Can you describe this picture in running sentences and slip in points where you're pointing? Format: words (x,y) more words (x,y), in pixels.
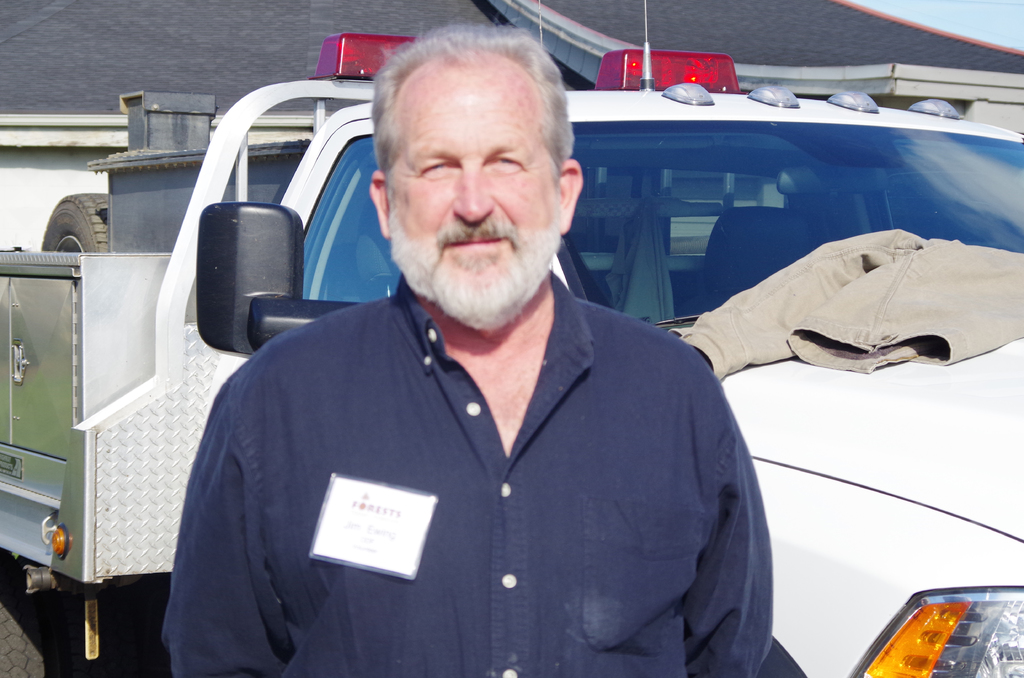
In this image there is a man (456,353), in the background (96,385) there is a jeep (698,116) and there is a house (581,28).
